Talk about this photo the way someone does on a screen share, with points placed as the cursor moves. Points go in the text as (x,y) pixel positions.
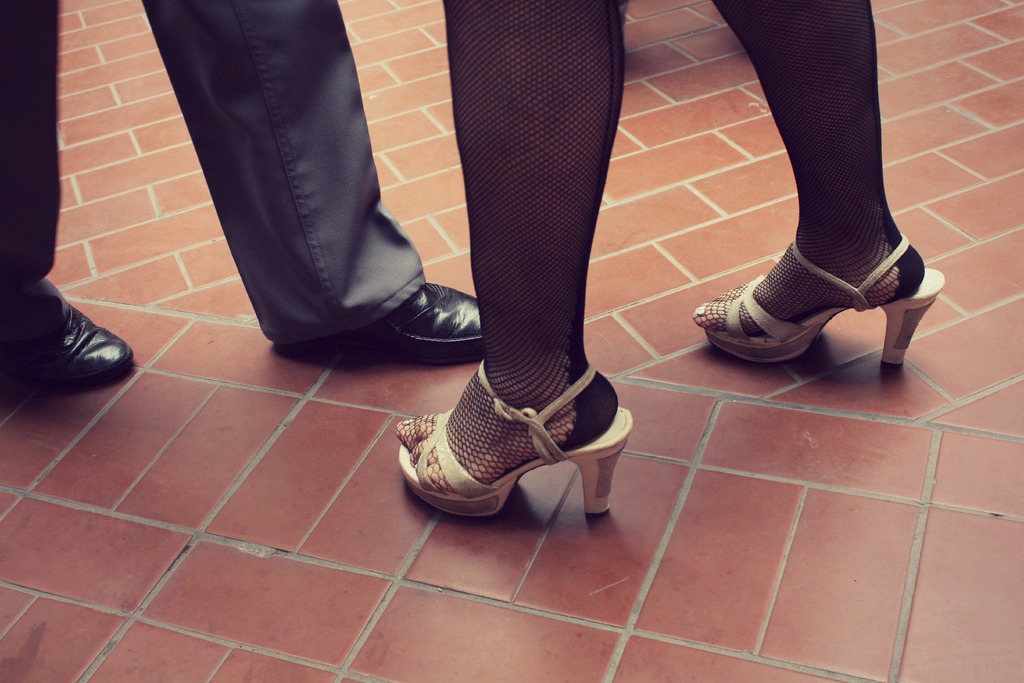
Here we can see persons legs (293,129) with footwear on the floor (247,519).
